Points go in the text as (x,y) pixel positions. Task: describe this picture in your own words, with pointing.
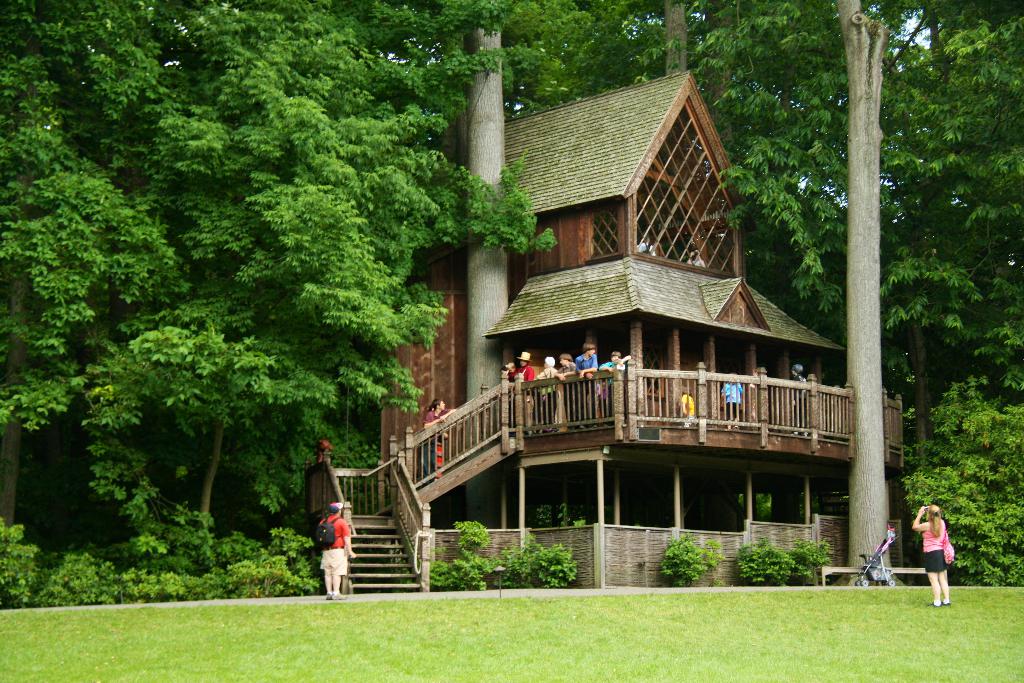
In this picture we can observe a wooden house (606,174). There are some people (567,376) standing here. We can observe a railing (547,404). On the right side (925,550) there is a woman (938,542) standing, taking a photograph. There are trees (507,282). We can observe some grass (448,655) on the ground (425,651).
